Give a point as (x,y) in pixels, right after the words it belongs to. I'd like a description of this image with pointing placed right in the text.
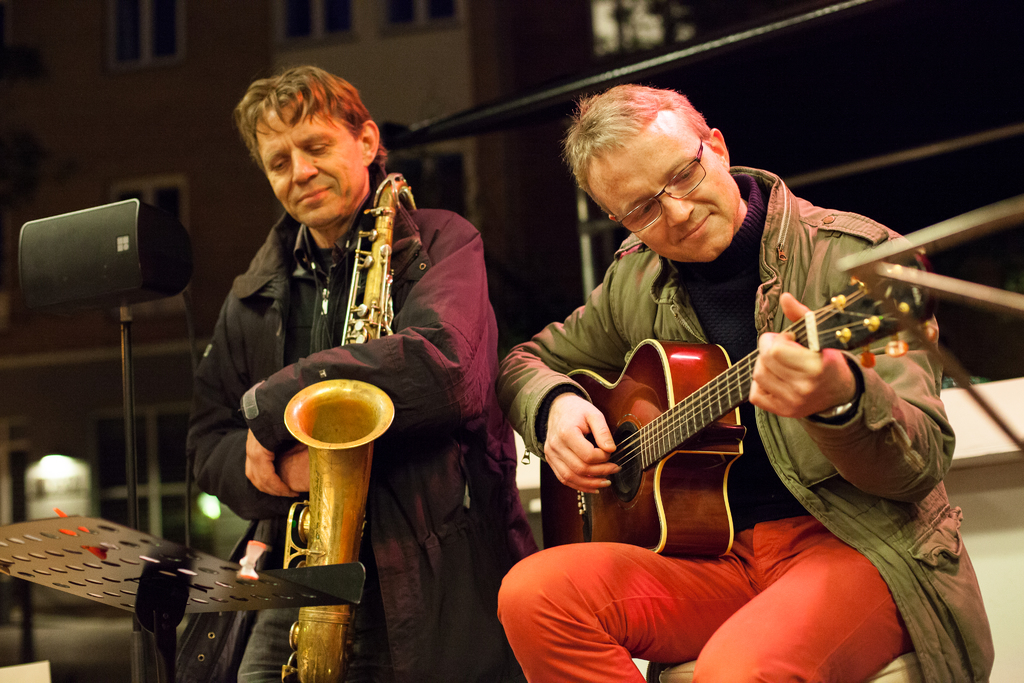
There are two persons (363,222) in this image. The person (640,315) at the right side (714,286) is sitting and holding a guitar (658,412) in his hand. The person (435,419) in the center (360,357) is holding a musical instrument (347,422) in his hand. At the left side (89,269) there is a black colour speaker (110,259). In the background (261,47) there is a building (240,45).
